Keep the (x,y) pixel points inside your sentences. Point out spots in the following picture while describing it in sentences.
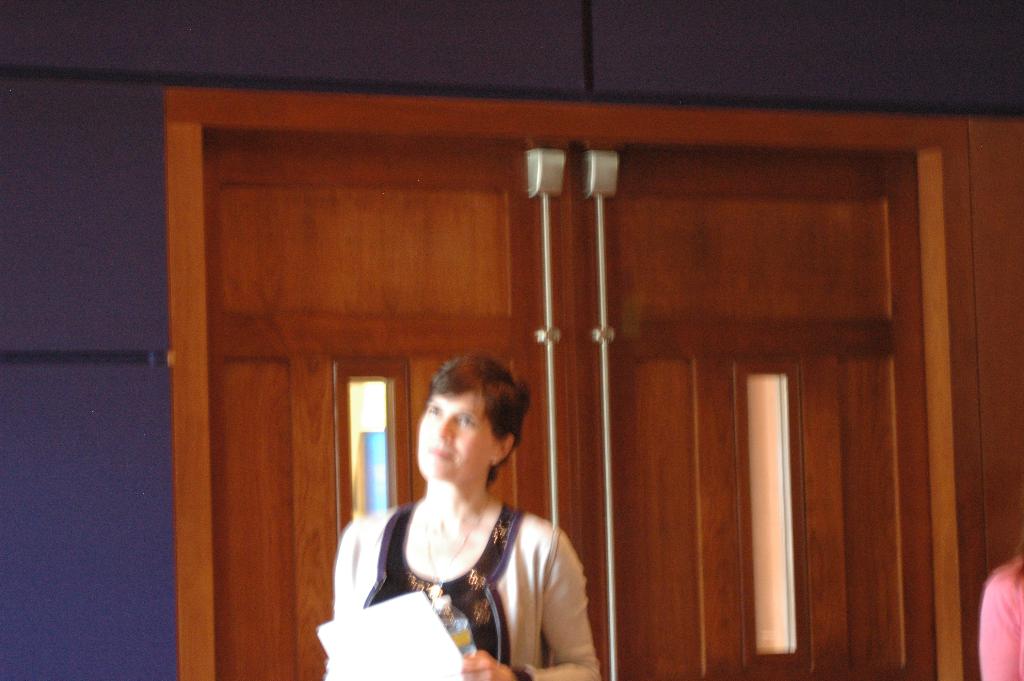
In the center of the image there is a woman (451,580) standing with water bottle (446,615) and paper (375,662). In the background (215,522) there is a door (764,325) and wall (386,80).
